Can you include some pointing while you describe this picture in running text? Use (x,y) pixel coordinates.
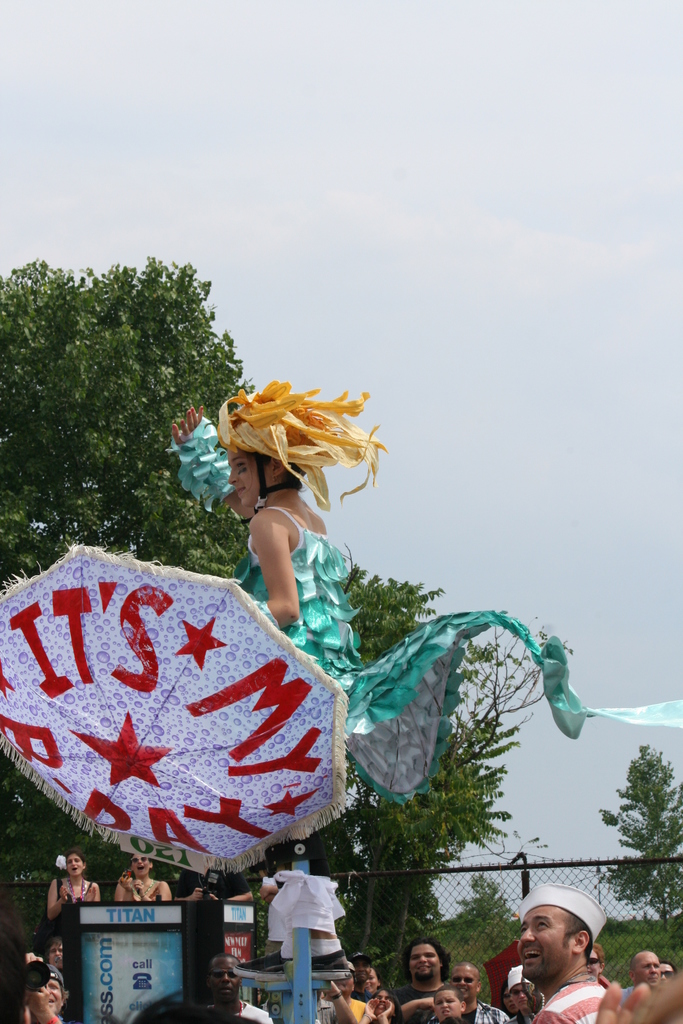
In this image I can see number of people (311,887) are standing and I can see one person (215,450) is wearing the costume (449,710). I can see this person (241,575) is holding an umbrella (109,593) and on the umbrella (212,641) I can see something is written. In the background (253,935) I can see a podium (161,960), the iron fence (356,886), number of trees (436,824) and the sky (484,584). I can also see something is written on the podium (186,929).
